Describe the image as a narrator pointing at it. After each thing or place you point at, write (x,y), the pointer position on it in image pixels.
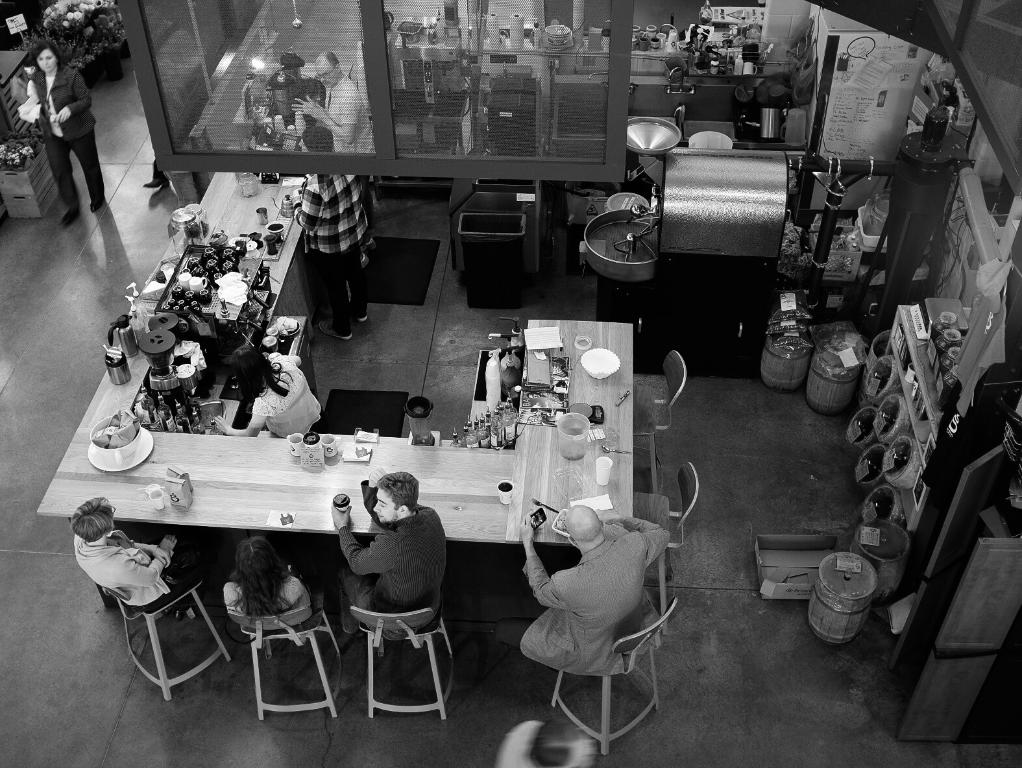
In this image i can see few people (422,598) sitting on chairs (129,629) in front of a table (230,486). On the table (319,488) i can see few cups (154,507), few papers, jars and few bottles (180,421). i can see few persons (288,408) standing in the other side of the table (299,281). To the right side of the image (851,587) i can see few barrels (841,624) and few other objects (870,420) in the rack (932,399). In the background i can see few flower pots (104,58) and a woman (39,119) standing.
